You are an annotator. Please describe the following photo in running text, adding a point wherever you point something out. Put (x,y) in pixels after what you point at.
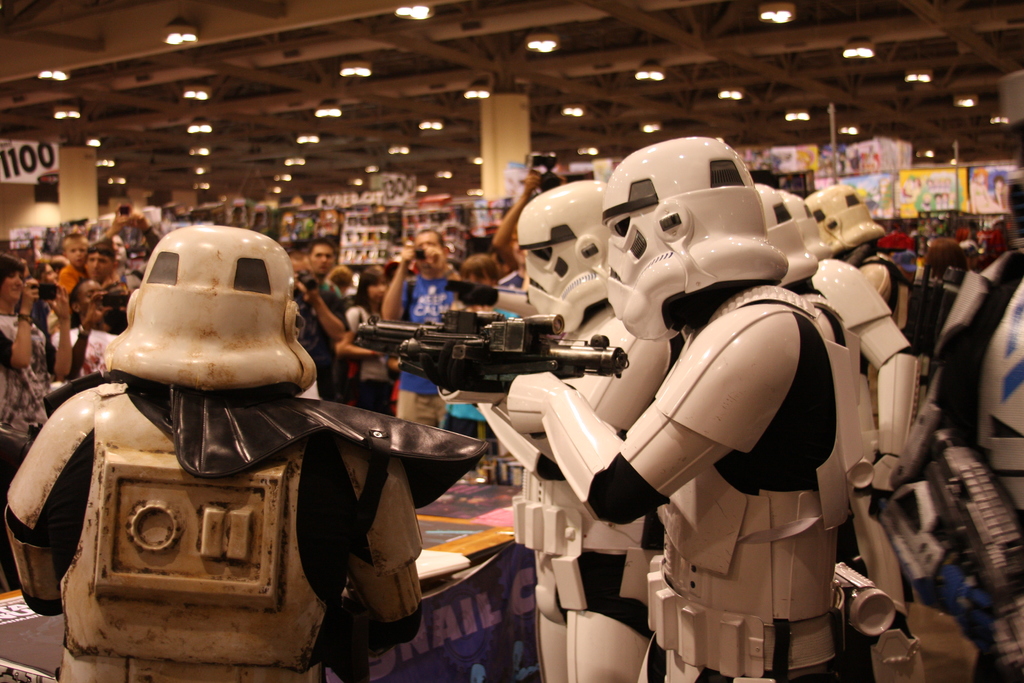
In this picture I can see few people (774,349) in costumes (765,347) and few people (325,297) standing and few (504,221) are holding cameras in their hands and I can see few items (865,183) on the shelves (368,216) in the back (930,183), few lights (933,154) to the ceiling (373,56) and it looks like a board (24,158) with some text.
